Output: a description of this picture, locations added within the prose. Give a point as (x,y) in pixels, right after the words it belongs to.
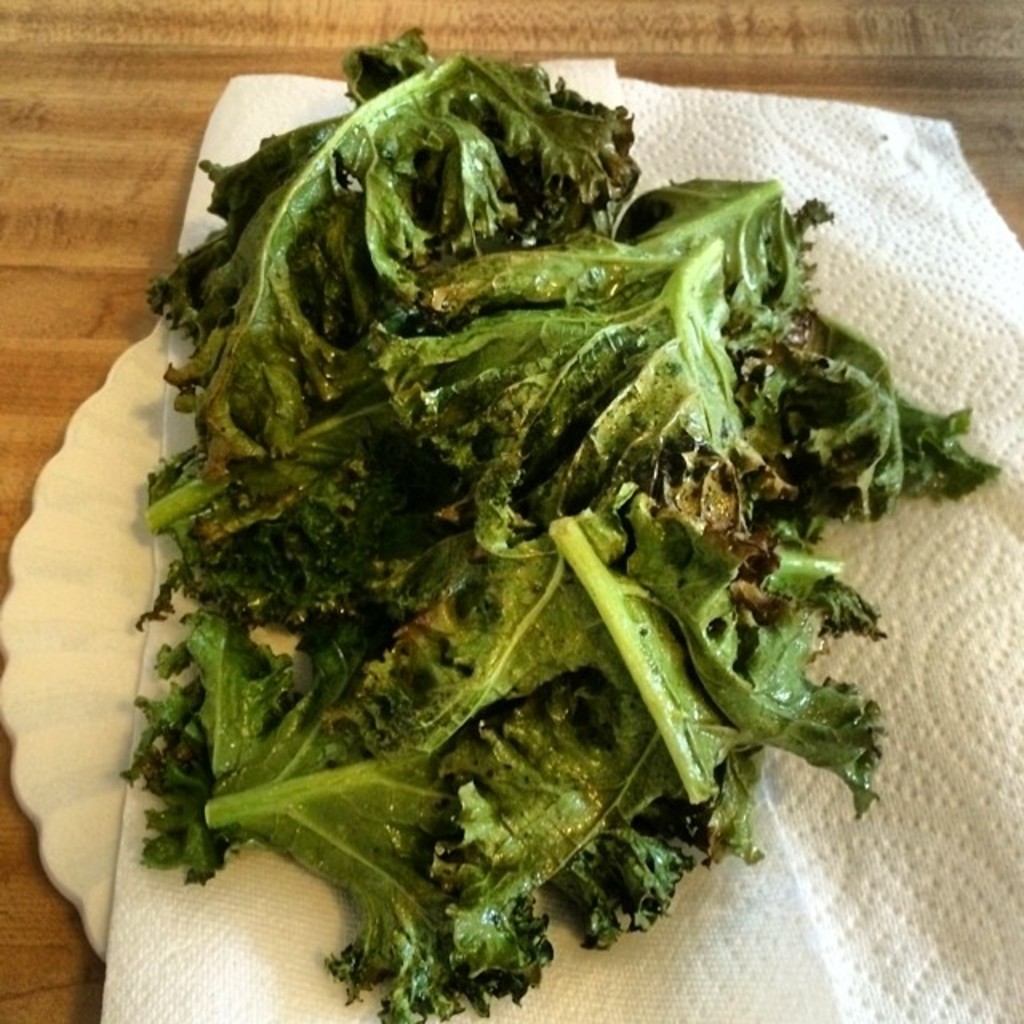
This image is taken indoors. At the bottom of the image (50,928) there is a table (107,275) with a plate (60,855) and tissue (976,542) on it and on the plate (127,619) there are a few leafy vegetables (452,694).
